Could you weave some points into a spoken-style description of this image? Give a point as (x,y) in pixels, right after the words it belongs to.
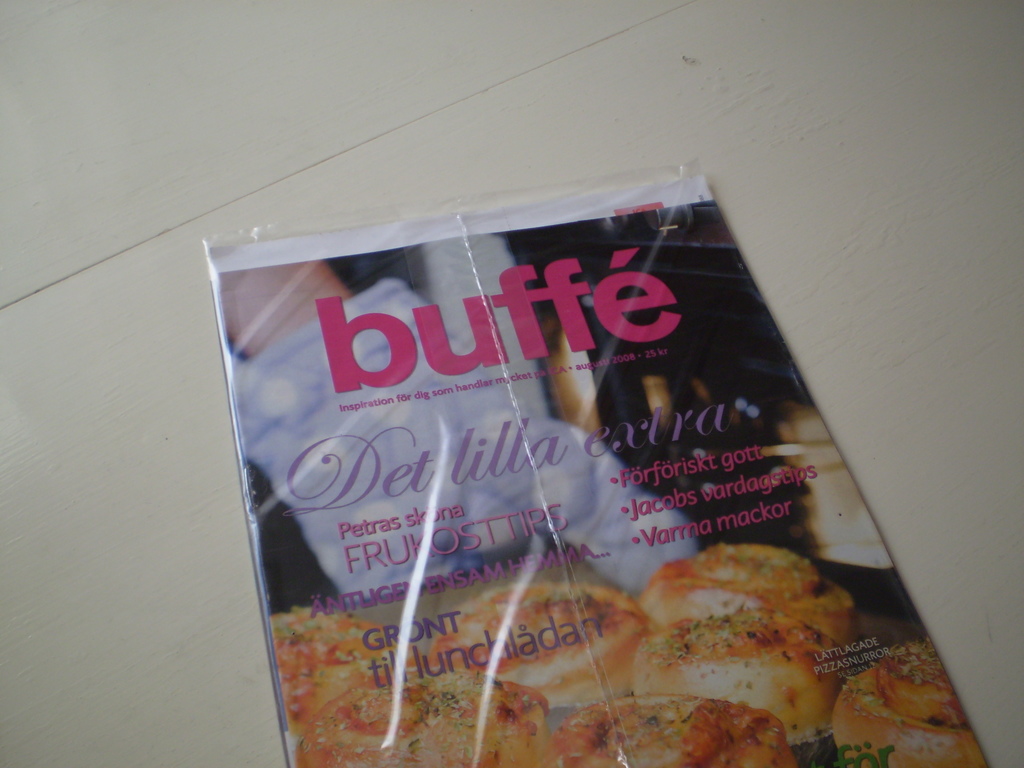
In this image I can see a magazine (533,636) with some text (712,465) written on it. I can see the background (134,620) is white in color.
